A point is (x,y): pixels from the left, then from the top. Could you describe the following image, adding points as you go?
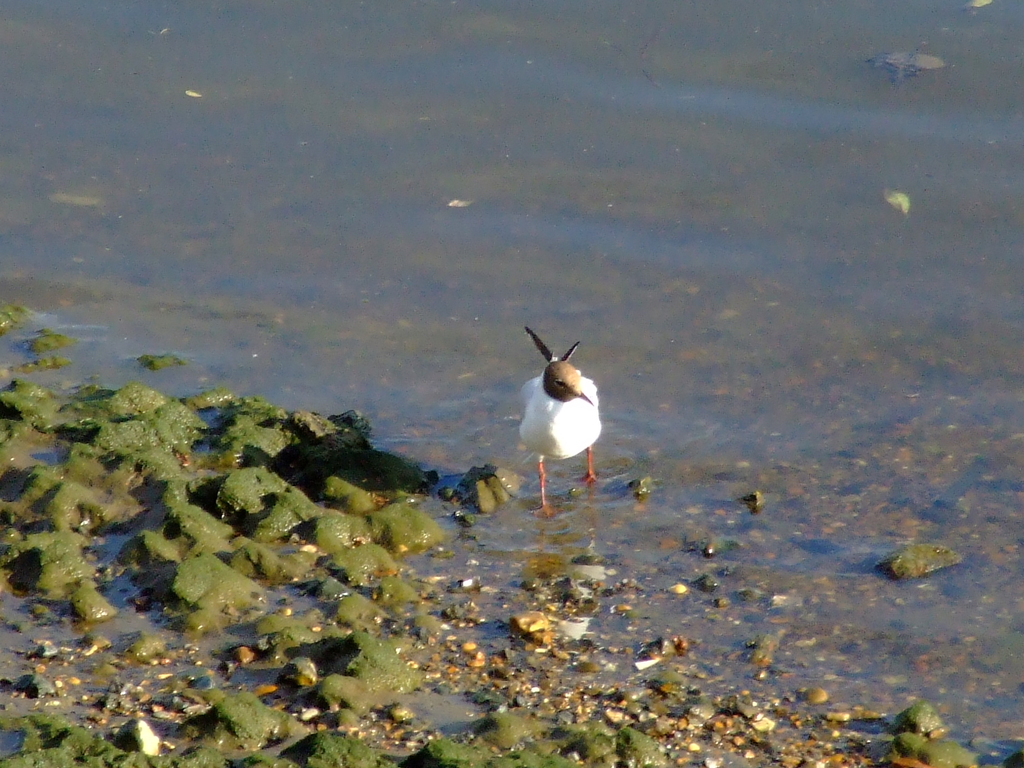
In this picture there is a bird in the center of the image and there is water (554,172) around the area of the image, there is algae (394,536) on the left side of the image (249,485).
